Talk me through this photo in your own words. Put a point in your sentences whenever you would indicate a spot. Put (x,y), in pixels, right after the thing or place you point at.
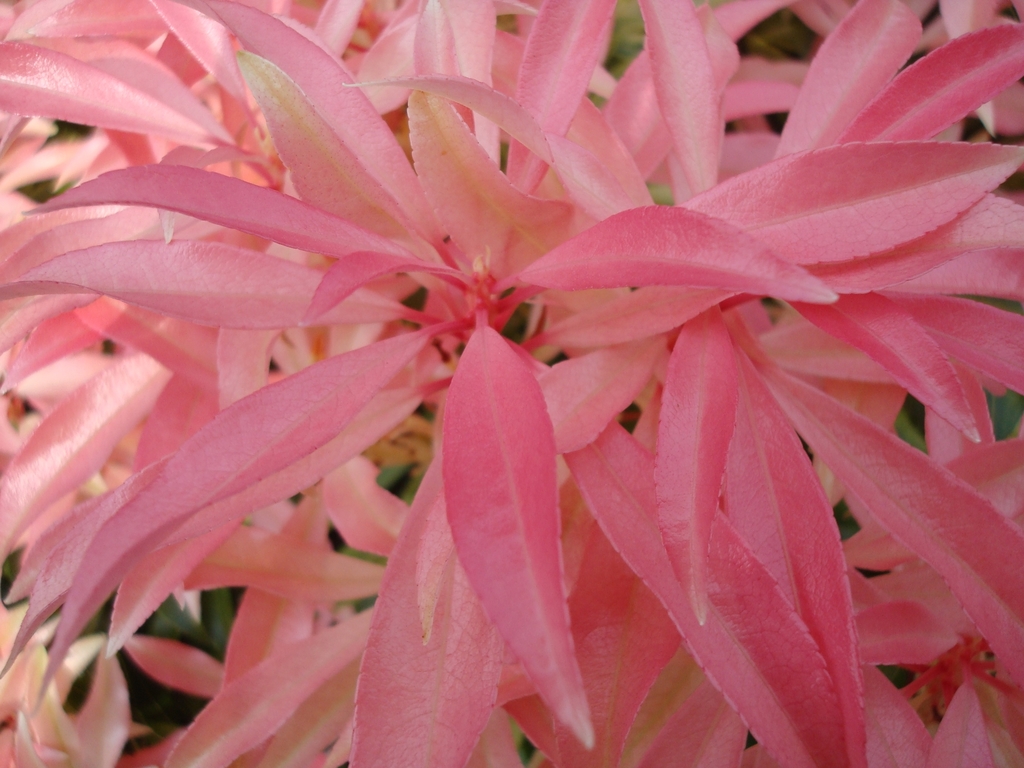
In the image we can see some plants (326,234).
